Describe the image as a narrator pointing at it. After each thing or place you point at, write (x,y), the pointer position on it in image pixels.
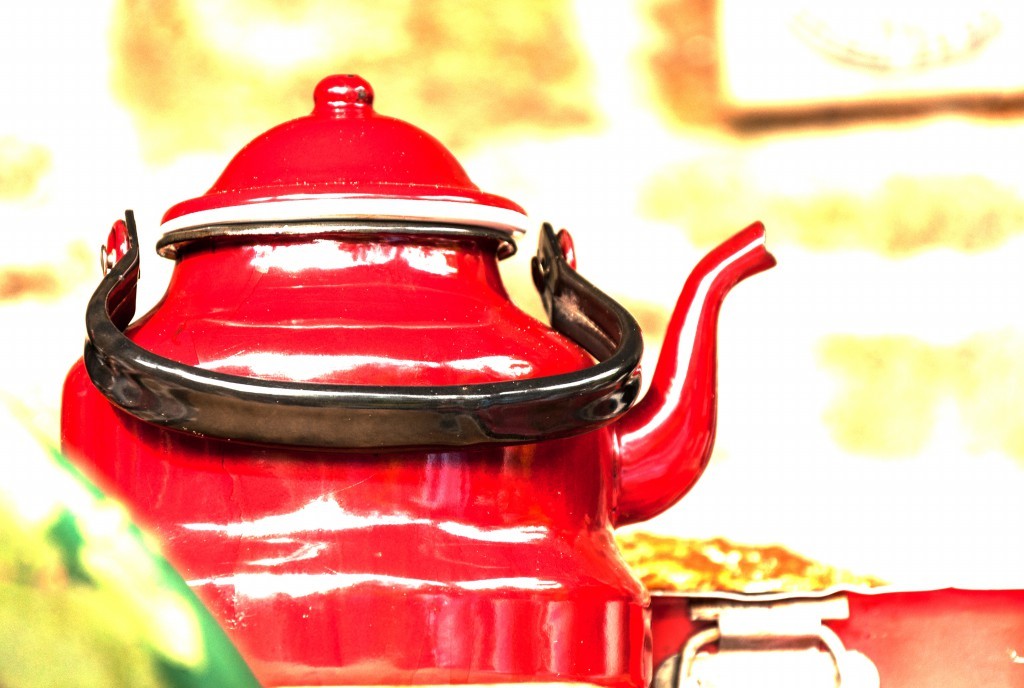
In this image, we can see a tea kettle (415,483) with lid (334,141) and handle (235,419). In the background (13,302), we can see the blur view. Here we can see metal objects (765,647).
